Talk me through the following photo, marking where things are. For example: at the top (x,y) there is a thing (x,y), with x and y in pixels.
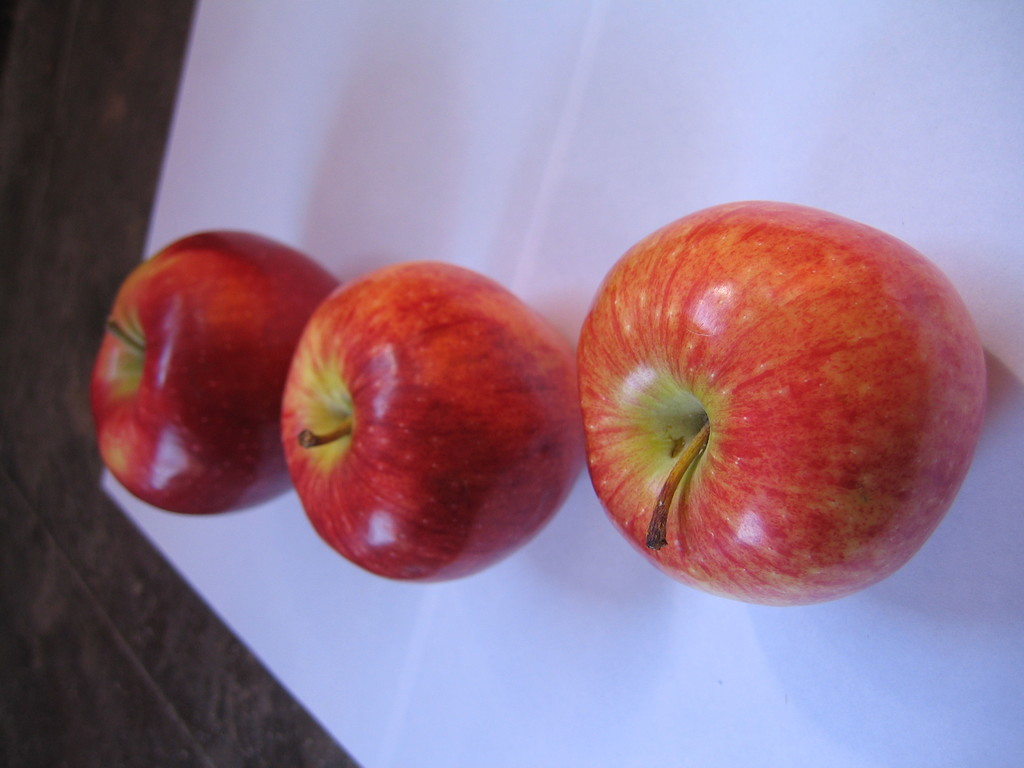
This image consists of fruits (423,409) which are on the surface (532,210) which is white in colour.
